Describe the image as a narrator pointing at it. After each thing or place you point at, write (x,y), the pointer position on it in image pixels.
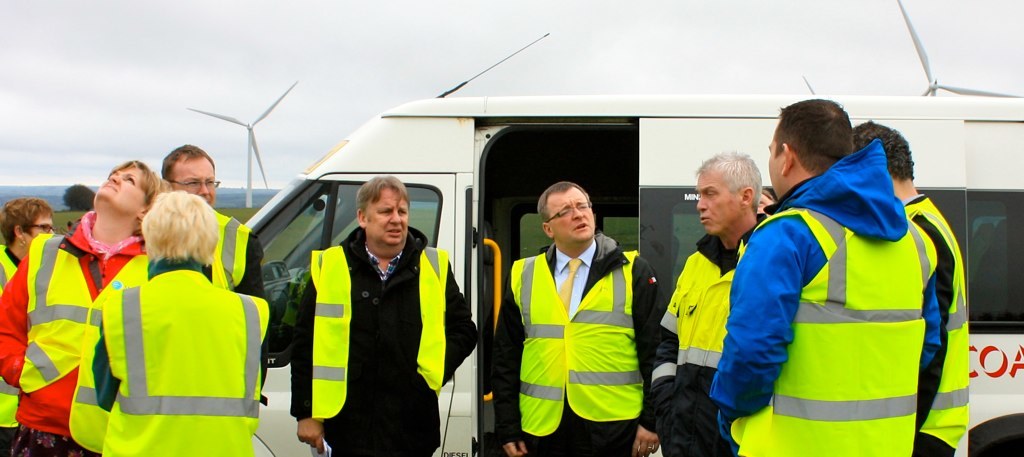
In this image we can see persons (519,324) wearing jackets (305,338) and standing. In the background (467,137) we can see the vehicle (508,116). We can also see the turbines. There is a cloudy sky (212,56).
